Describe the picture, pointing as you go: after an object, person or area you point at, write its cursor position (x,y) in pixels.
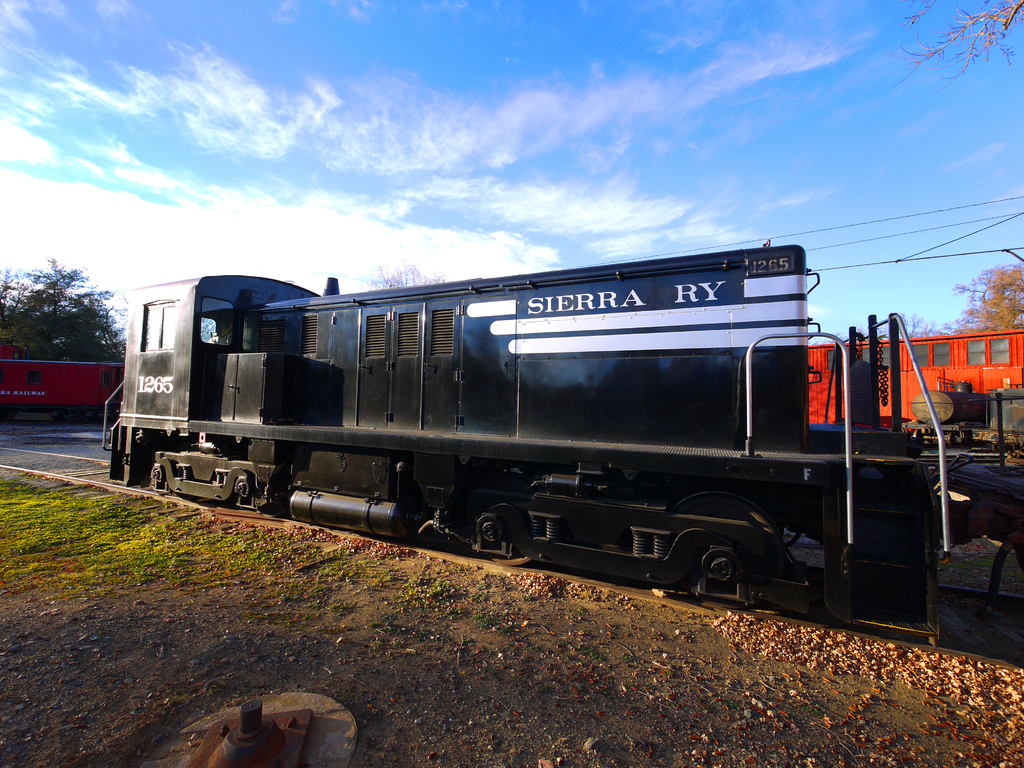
In this image there is the sky (683,110) truncated towards the top of the image (578,118), there are clouds (249,226) in the sky (387,171), there are trees (1003,281) truncated towards the right of the image (988,290), there are trees (78,293) truncated towards the left of the image (62,312), there are trees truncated towards the right of the image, there is a railway track (78,457) truncated, there is text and a number (151,391) on the train (351,373), there is the grass (61,518) truncated towards the left of the image (48,533), there is an object (252,723) truncated towards the bottom of the image (238,743), there are wires (946,244) truncated towards the right of the image (982,228), there is an object (65,381) truncated towards the left of the image (28,388).
